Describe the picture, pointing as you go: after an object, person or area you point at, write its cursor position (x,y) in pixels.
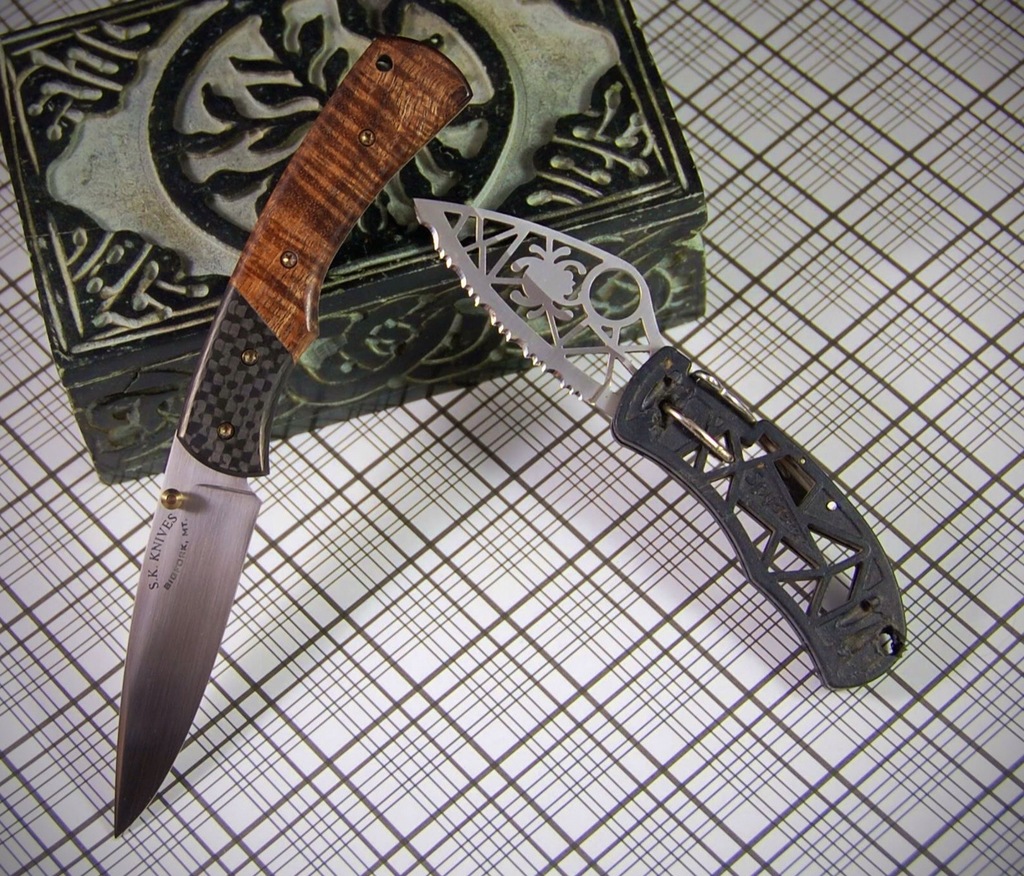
There are two hunting knives (230,535) and a box (75,201). These knives (489,286) and a box (567,218) are placed on the table (620,598).
